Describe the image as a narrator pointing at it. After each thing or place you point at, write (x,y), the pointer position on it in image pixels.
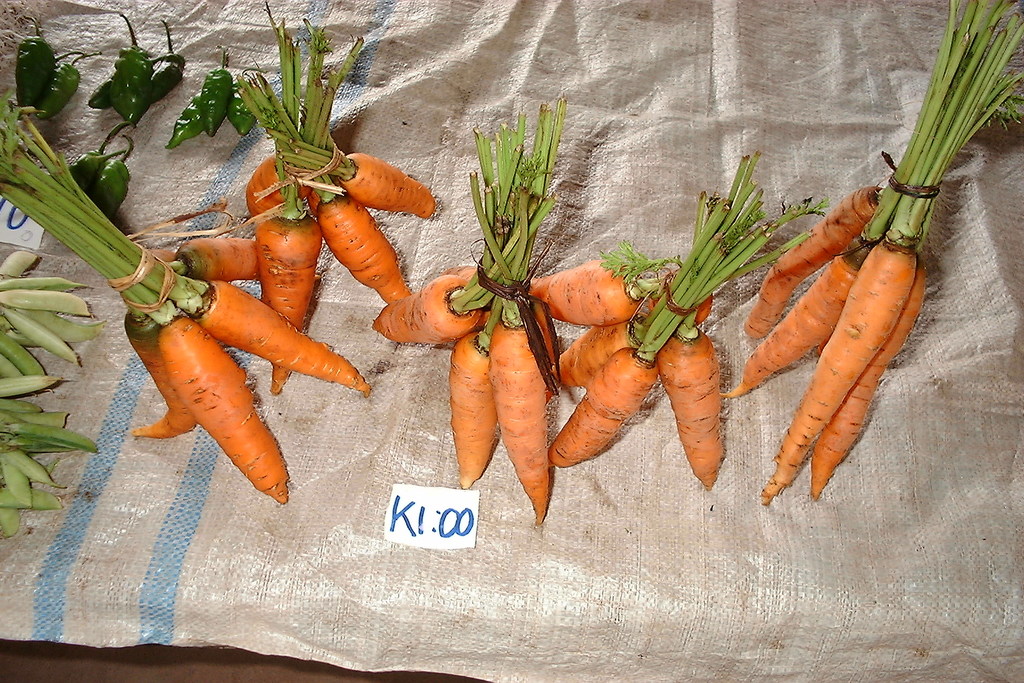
In this picture I can see the carrots (579,267) in the middle (530,392), at the bottom (467,526) there is the text (465,511). On the left side (122,76) I can see the chillies (141,89) and peas (16,386).
